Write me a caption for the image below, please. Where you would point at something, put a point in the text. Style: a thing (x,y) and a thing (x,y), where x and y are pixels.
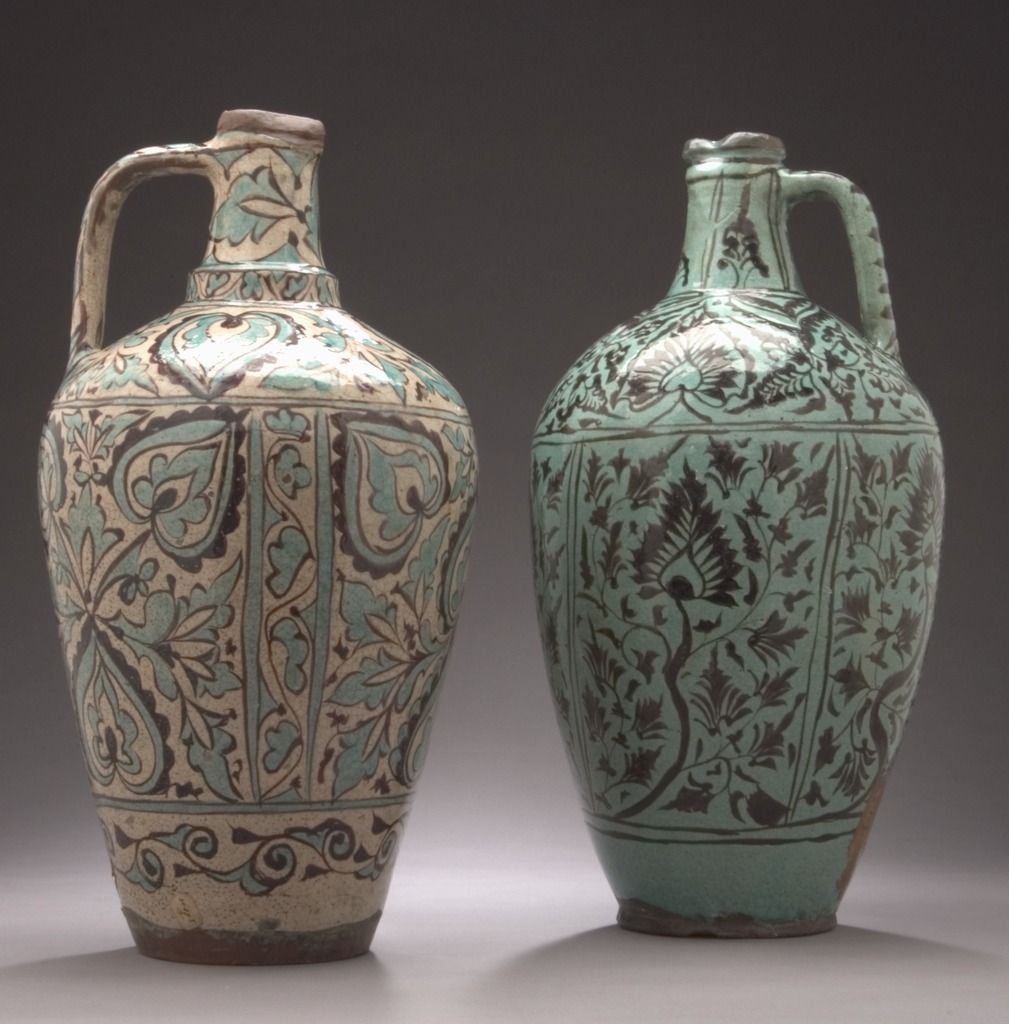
In the picture there are two pots (551,513) present with the painting (655,756).
